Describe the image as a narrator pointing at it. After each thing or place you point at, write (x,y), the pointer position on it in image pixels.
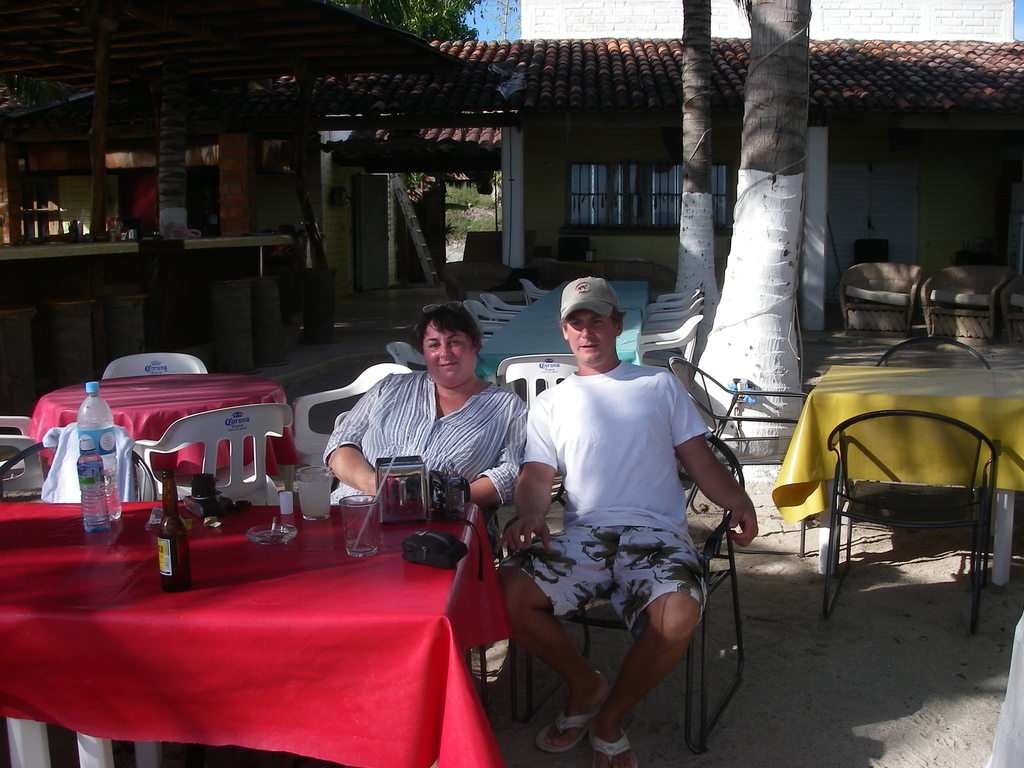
This image is taken in outdoors. In this image there are two people (552,431) sitting on the chairs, a woman (420,422) and a man (621,466). In the left side of the image (144,536) there is a table (237,620) with tablecloth (279,666), water bottle (99,459), beer bottle (174,564) and few other things (305,508) on it. In the background (383,208) there is a house (544,204) with windows (604,200) and doors (368,187). There are few trees (745,266) in the background (176,176).
